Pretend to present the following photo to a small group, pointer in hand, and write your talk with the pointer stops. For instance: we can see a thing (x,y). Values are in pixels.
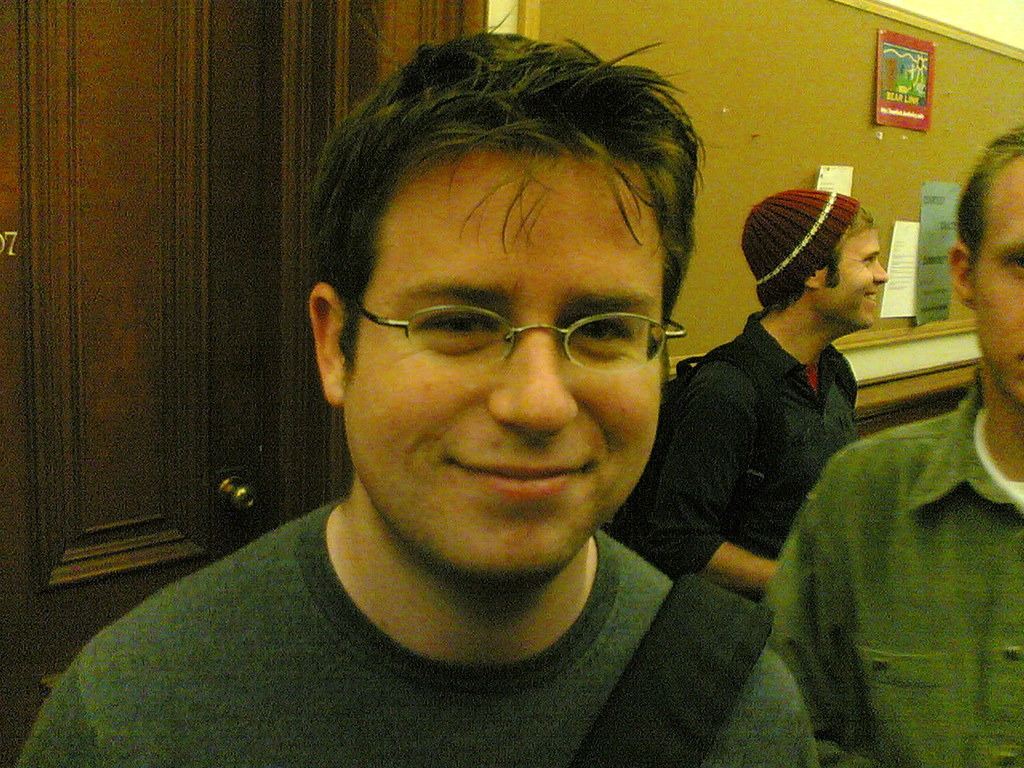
In the image we can see there are people (776,535) standing and behind there is a notice board (897,181). There are papers (931,230) pasted on the notice board (894,211) and there is a door (121,360) at the back (129,380).
